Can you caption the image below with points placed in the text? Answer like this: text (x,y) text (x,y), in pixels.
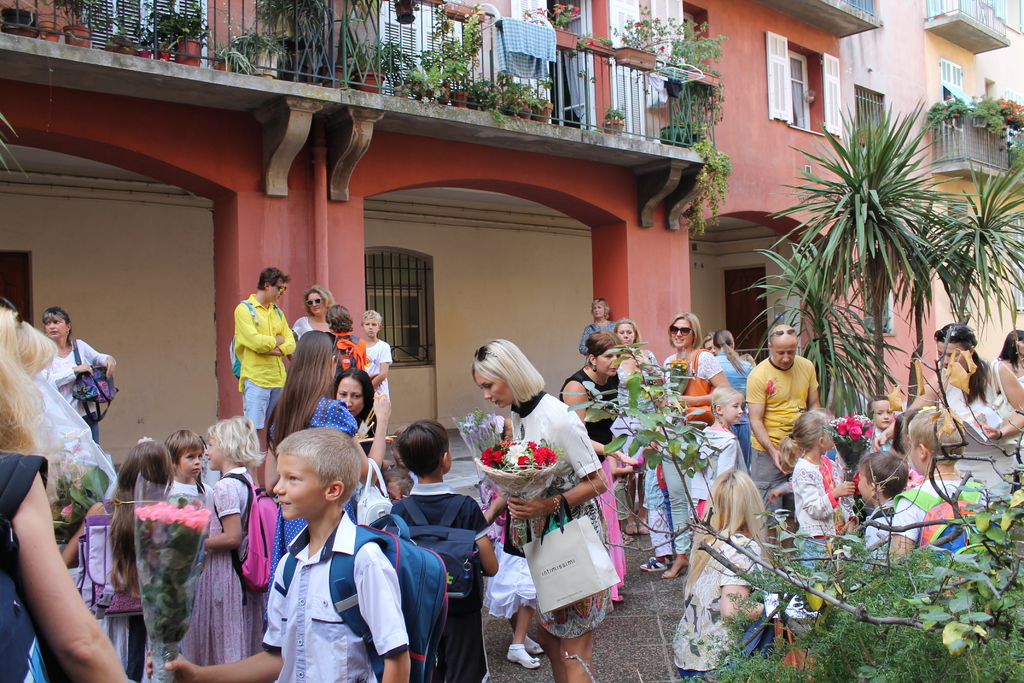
In this image we can see some people (67,551) and among them few people (51,554) are carrying some objects (79,513). There are two buildings (1009,47) in the background (318,123) and we can see some potted plants (1021,113) and trees (828,360).
